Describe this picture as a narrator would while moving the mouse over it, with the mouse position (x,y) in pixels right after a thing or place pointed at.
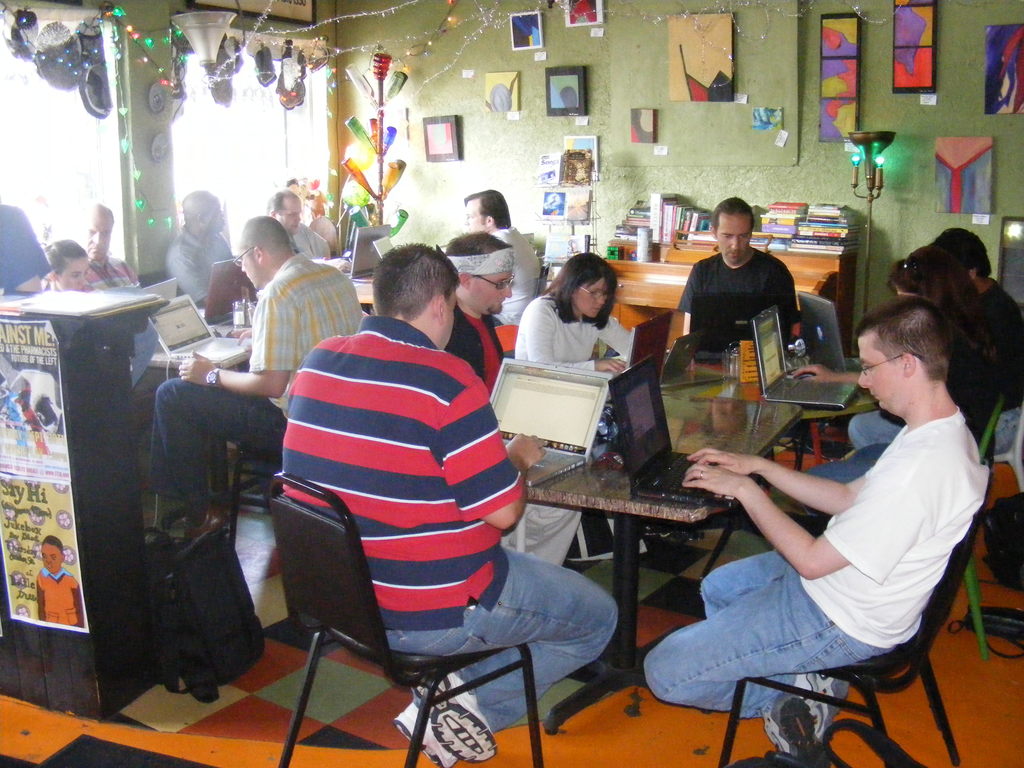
In the image there are group of people (113,281) sitting on chair (879,661) in front of table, on table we can see a laptop (534,383) and a glass (725,351). In middle (665,258) there is a table (665,261) with some books (829,244), in background (773,181) there is a wall (753,172) on wall (626,104) we can see photo frames (557,96), light (207,61).
